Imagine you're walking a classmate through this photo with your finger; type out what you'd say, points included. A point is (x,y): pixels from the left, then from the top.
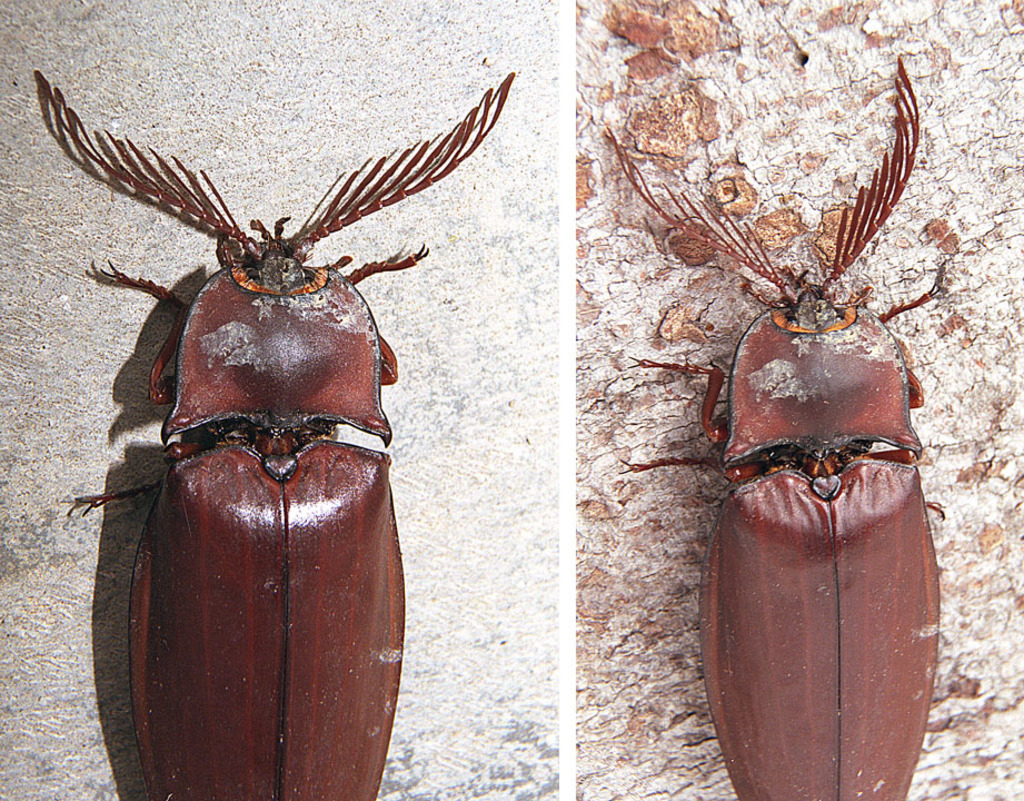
This is a collage picture and in this picture we can see an insect (324,279) on different platforms (537,394).
